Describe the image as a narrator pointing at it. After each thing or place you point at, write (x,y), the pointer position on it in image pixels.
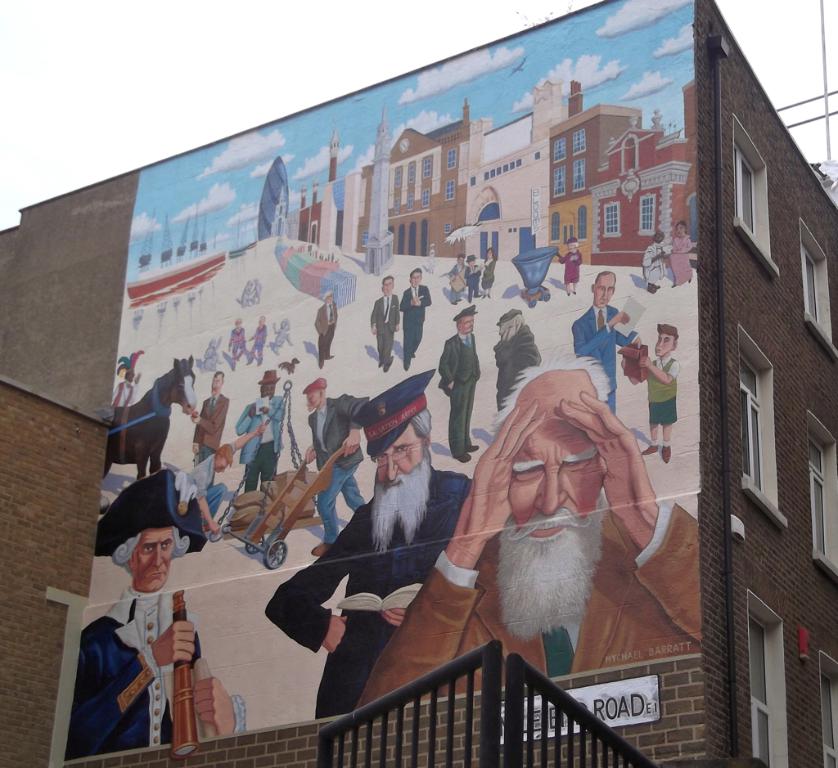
In this image I see the building (737,297) on which there are windows (771,717) over here and I see the painting (370,264) on this wall (263,369), on which I see the depiction of people (250,421), buildings (340,231) and the sky (214,222) and in the background (245,92) I see the sky (188,53).
